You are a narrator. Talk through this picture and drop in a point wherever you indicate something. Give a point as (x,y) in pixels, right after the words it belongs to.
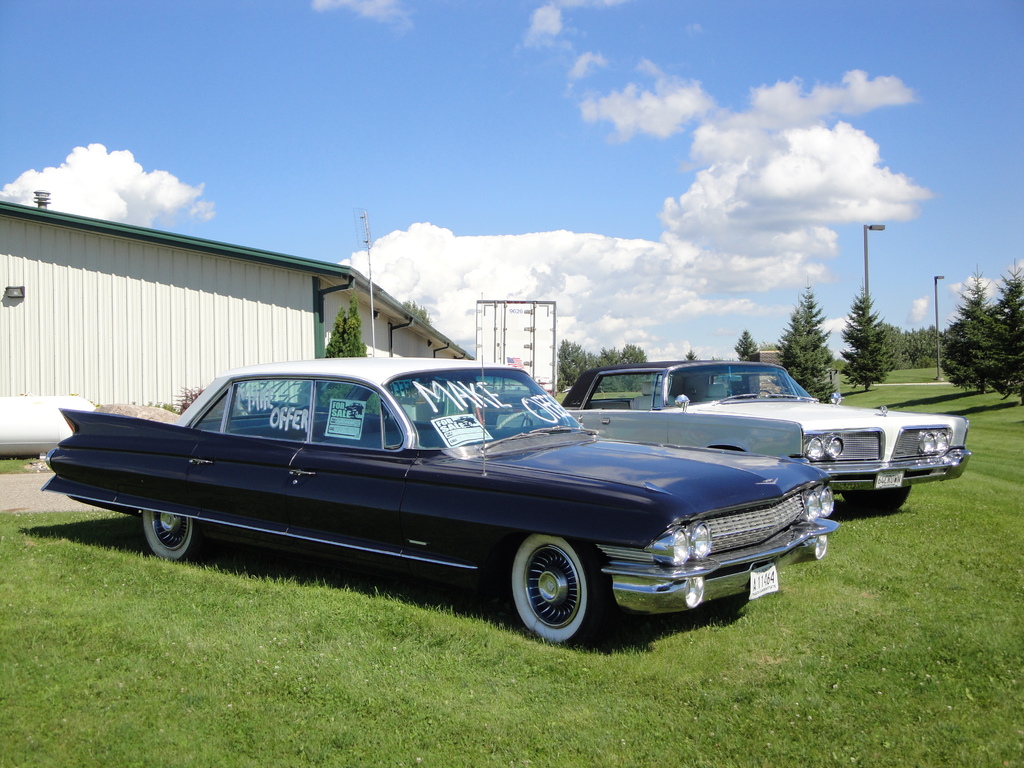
In this image we can see vehicles (550,473) on the grass (453,721) on the ground (449,734). In the background (173,307) there are trees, light poles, house (232,324) and clouds (591,125) in the sky (697,289).
